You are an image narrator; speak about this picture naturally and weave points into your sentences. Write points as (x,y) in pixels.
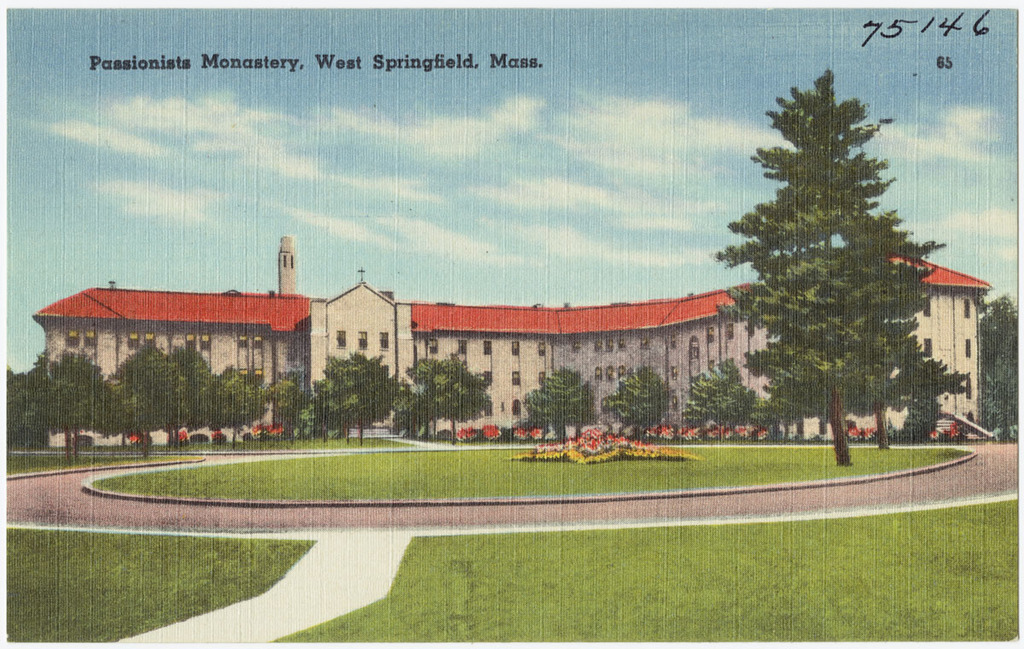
This is a picture of painting. At the bottom of the picture (635,547), we see the grass (692,577). On the right side (783,275), we see a tree (781,397) and a staircase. In the background (374,325), we see trees (722,406) and a building (221,339) in white color with a red color roof (511,320). At the top of the picture (281,91), we see the sky (389,223) and the clouds (278,130). We even see some text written at the top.
